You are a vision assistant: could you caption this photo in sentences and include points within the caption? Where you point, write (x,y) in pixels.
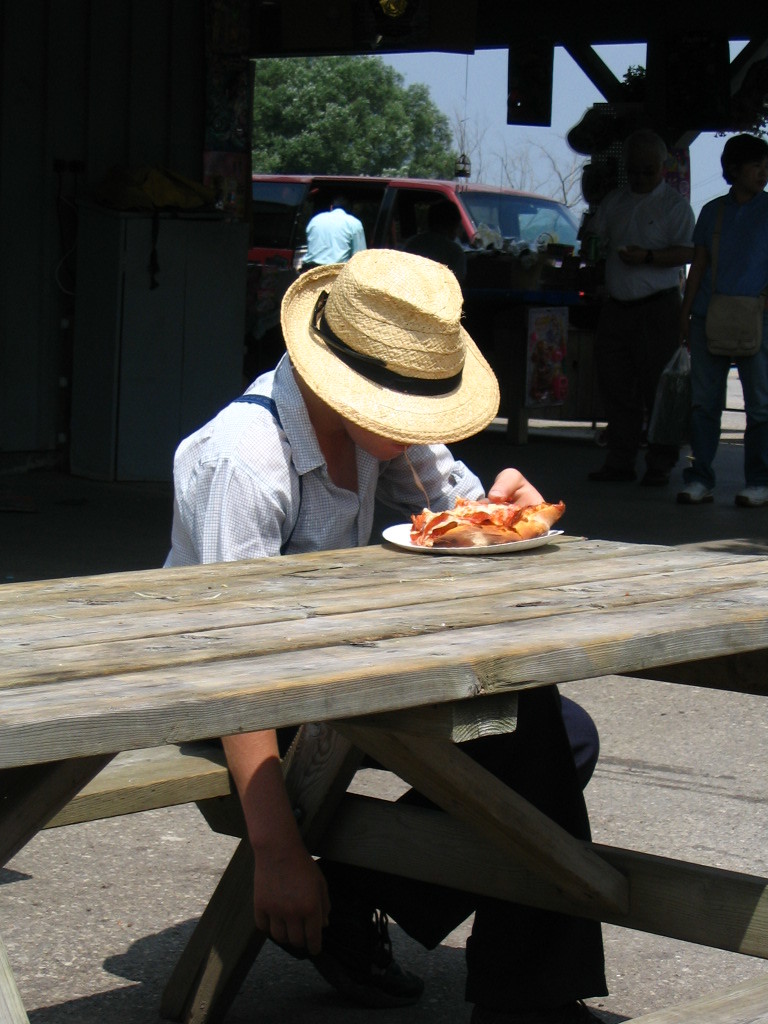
A person (378,442) is sitting on the chair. on the table (470,556) we can see food (480,537). He is wearing hat (398,333). Behind him there is a vehicle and few people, tree (322,108) and sky (548,152).
